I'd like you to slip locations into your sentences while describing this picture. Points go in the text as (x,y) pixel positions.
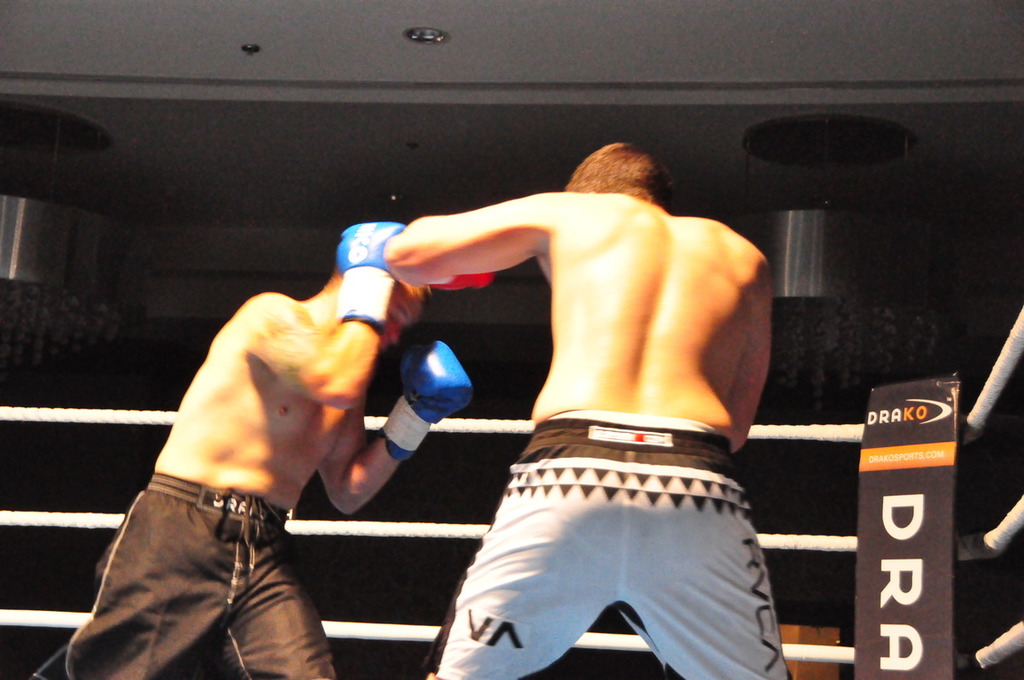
In this image in the center (537,413) there are two persons (225,469) who are boxing and in the background (56,455) there is railing (858,479), wall (1004,418) and at the top (227,68) there is ceiling (561,49) and some lights (52,310).
